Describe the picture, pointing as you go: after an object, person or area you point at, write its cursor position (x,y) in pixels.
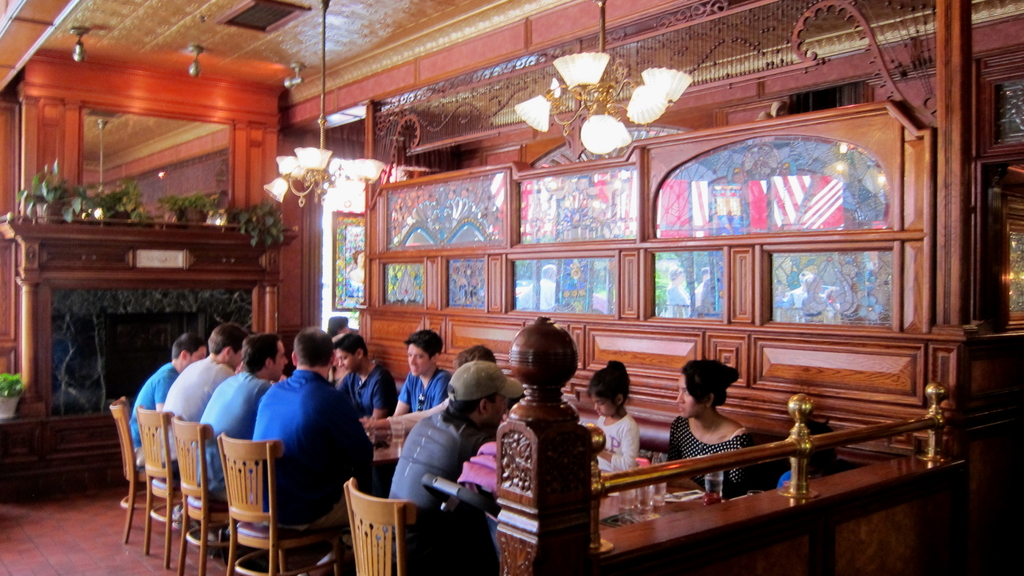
Here we can see a group of people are sitting on the chair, and in front here is the table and glasses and some objects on it, and here is the light (321,72), and here is the roof (138,18).
